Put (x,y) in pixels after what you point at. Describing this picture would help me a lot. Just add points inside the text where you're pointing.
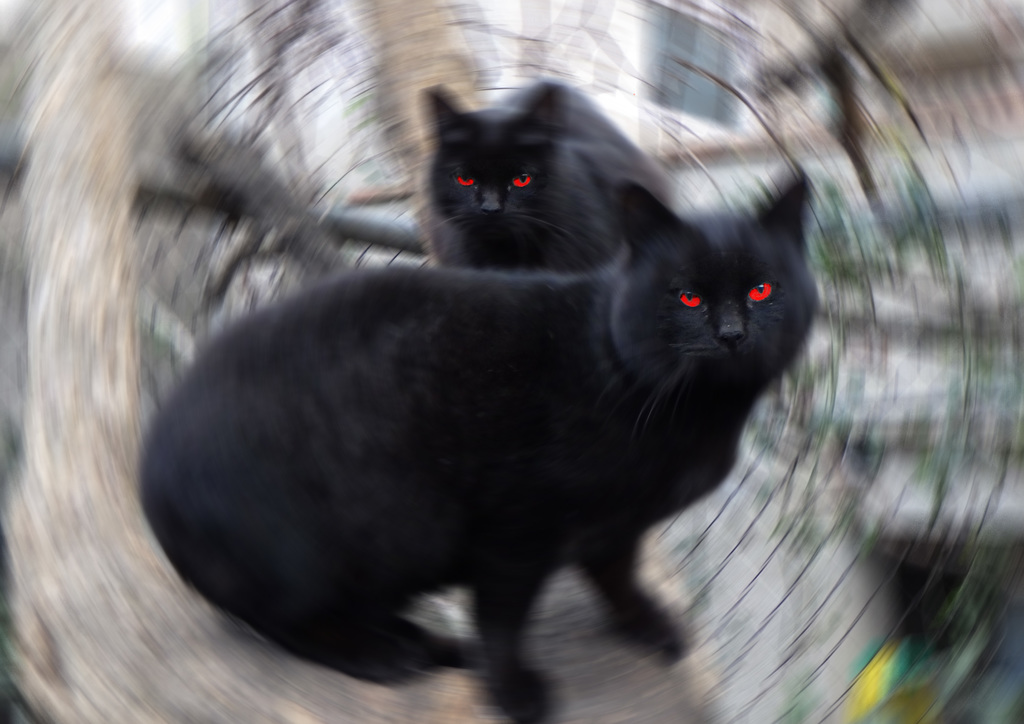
In this image we can see two black color cats (443,401) and the background (371,186) is blurred.
